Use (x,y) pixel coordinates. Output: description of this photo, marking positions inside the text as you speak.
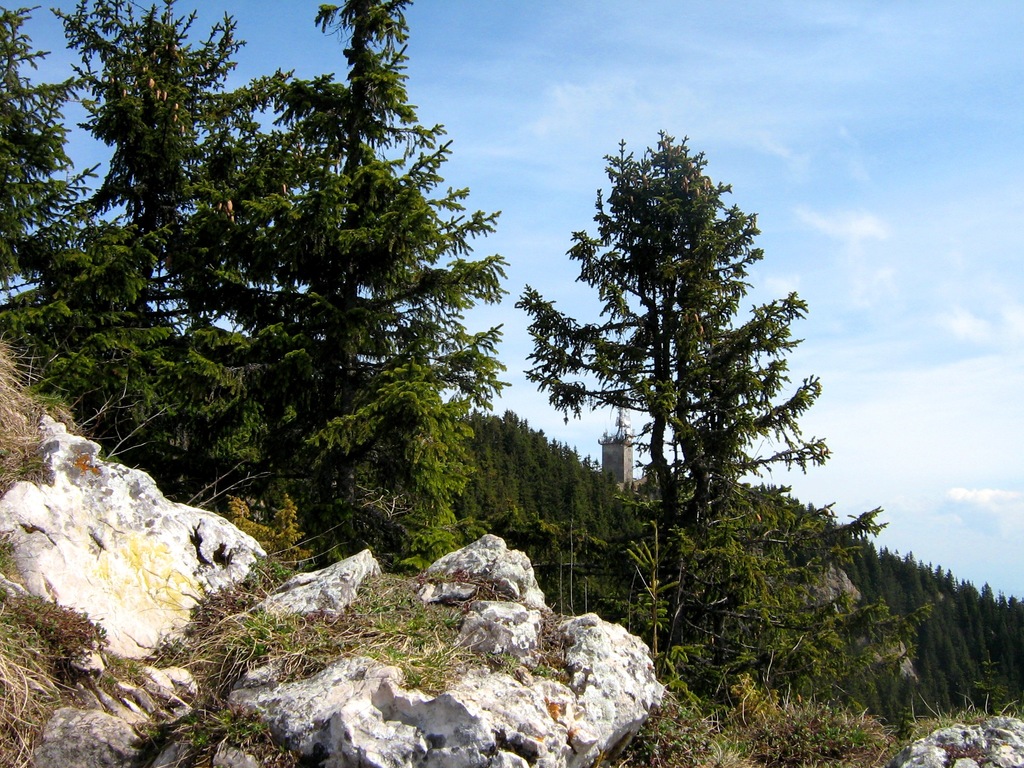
As we can see in the image there are rocks (439,765), grass (296,635) and trees (547,447). In the background (635,478) there is a building (624,455). At the top (580,35) there is sky (552,44).
